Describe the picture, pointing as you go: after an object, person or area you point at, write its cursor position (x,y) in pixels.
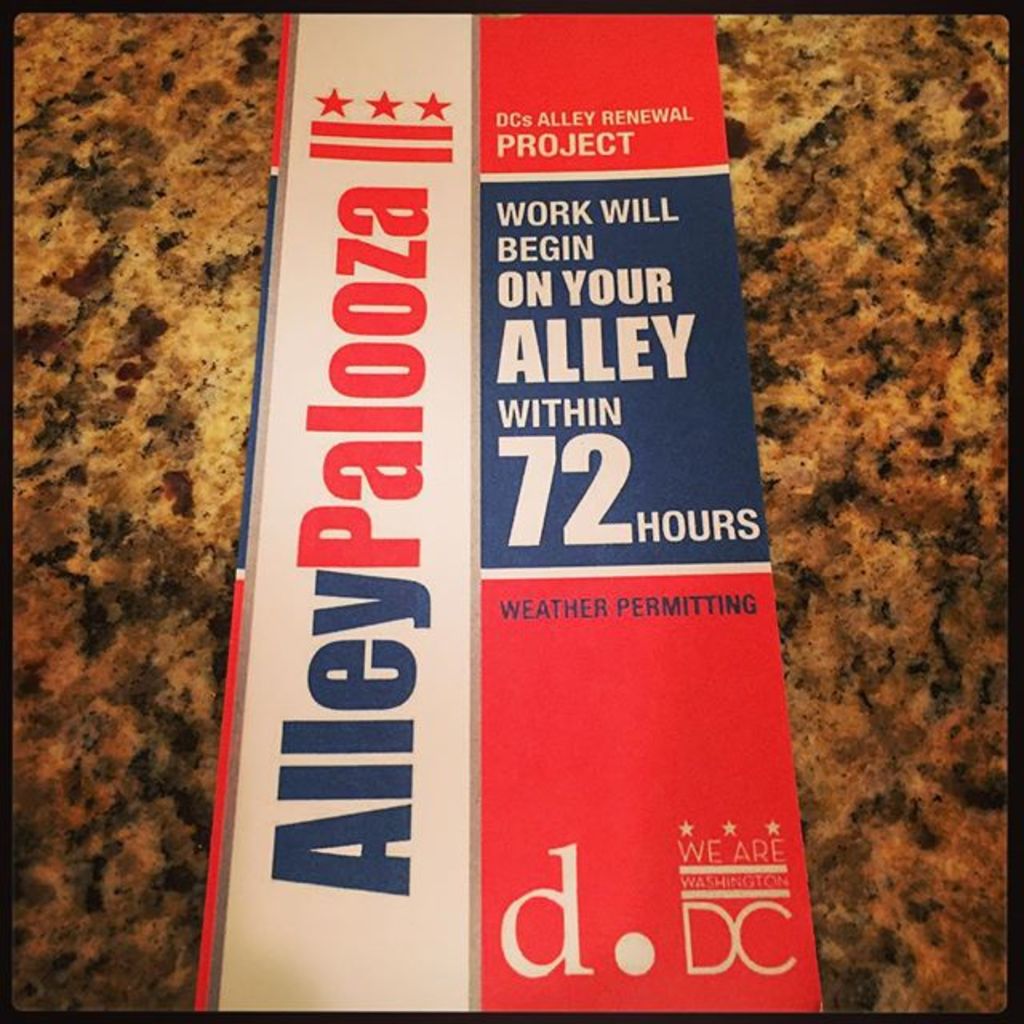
In this image we can see there is a book (263,995) on the table (161,570).
